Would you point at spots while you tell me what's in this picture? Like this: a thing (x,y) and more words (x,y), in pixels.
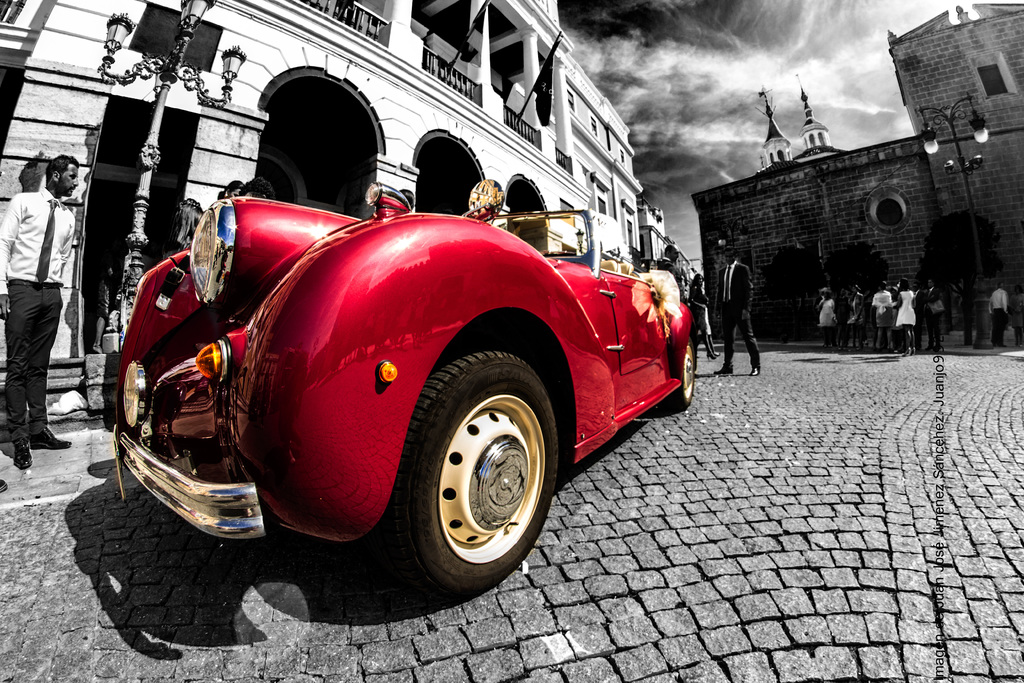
It is an edited image in which we can see there is a red color car (525,404) in the middle (610,422). In the background (492,133) there are buildings (613,171). On the right side (738,295) there are few people (749,345) standing on the floor (854,438). On the left side (145,181) there is a pole (156,169) to which there are lights (187,25). There are two flags (473,20) which are hanged to the building (508,78).
